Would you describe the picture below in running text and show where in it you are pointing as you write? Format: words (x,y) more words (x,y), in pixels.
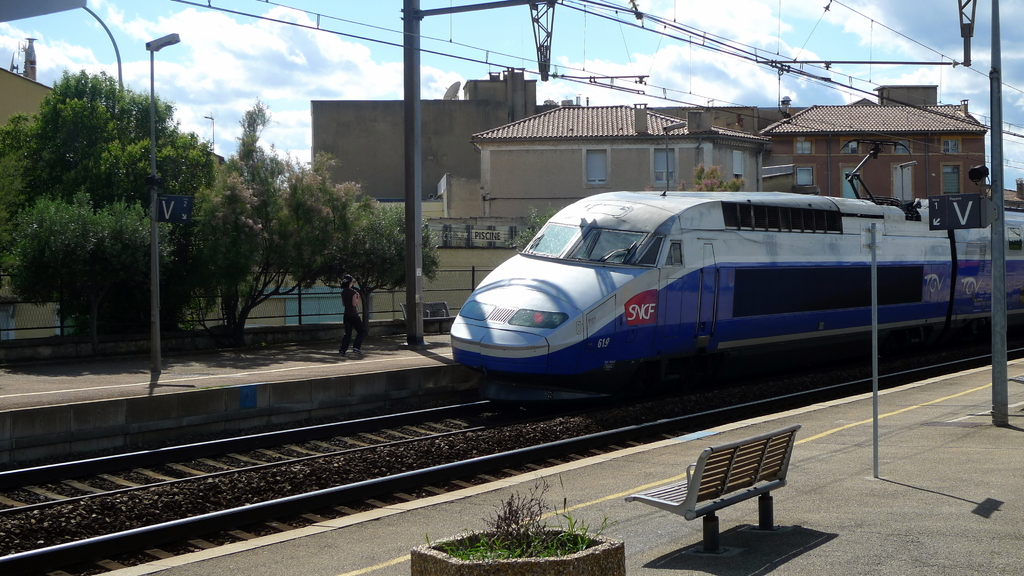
In this picture there is a train (676,264) on the track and there is a platform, chairs (735,479) and few poles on either sides of it and there is a person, few trees (215,221) and buildings (447,149) in the background (394,162) and there are few wires (766,58) above the train (490,306).
